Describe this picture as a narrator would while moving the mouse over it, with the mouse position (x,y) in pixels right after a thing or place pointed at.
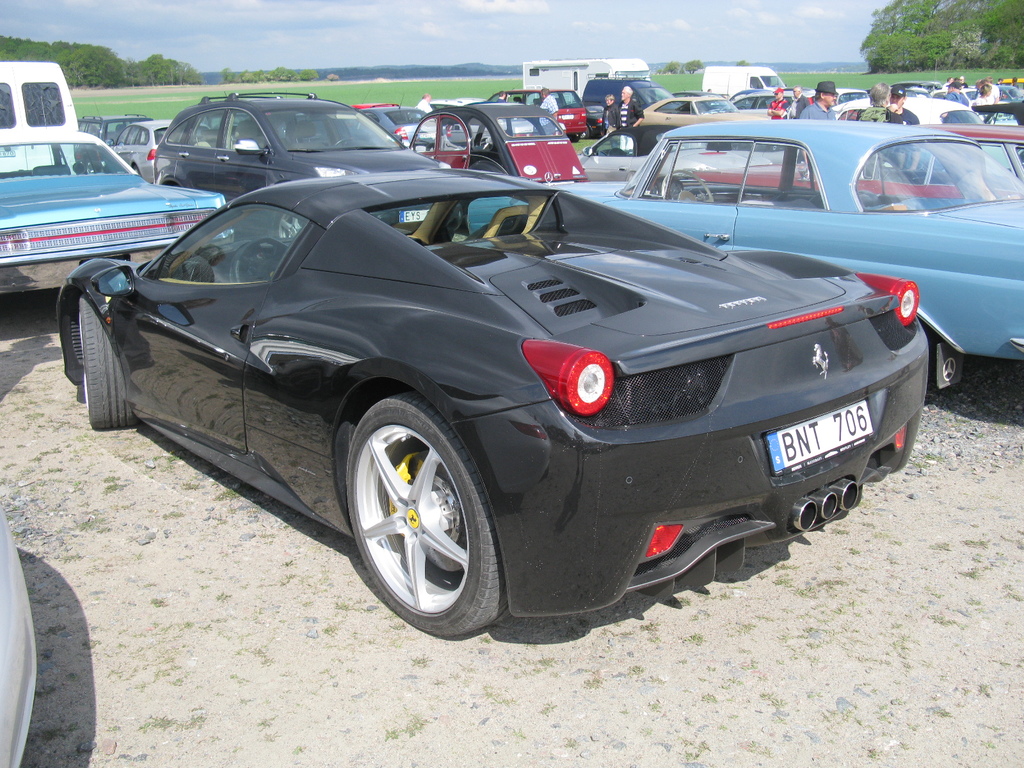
In this image I can see few vehicles (705,478). In front (719,478) the vehicle (504,444) is in black color, background (630,108) I can see few persons (611,104) standing, trees (973,22) in green color and the sky (405,43) is in white and blue color.
